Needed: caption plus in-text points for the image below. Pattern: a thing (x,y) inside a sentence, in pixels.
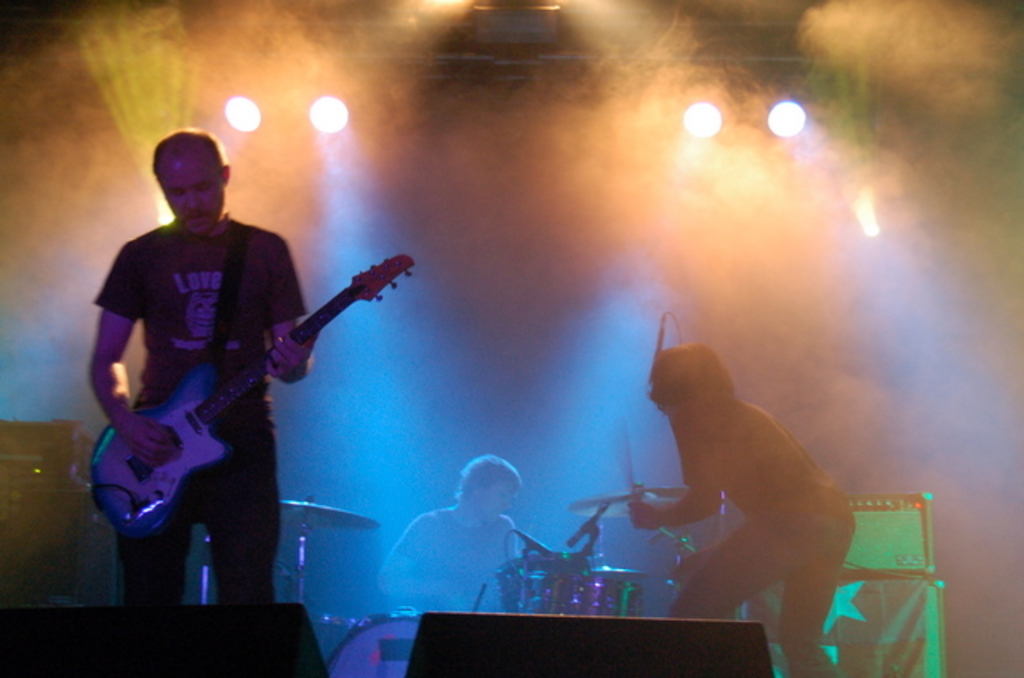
This images clicked in a musical concert. There are lights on the top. There are people (685,396) in the middle (658,376) who are playing musical instruments (528,596). There are speakers (60,487) on the left side (60,487) and right side.
